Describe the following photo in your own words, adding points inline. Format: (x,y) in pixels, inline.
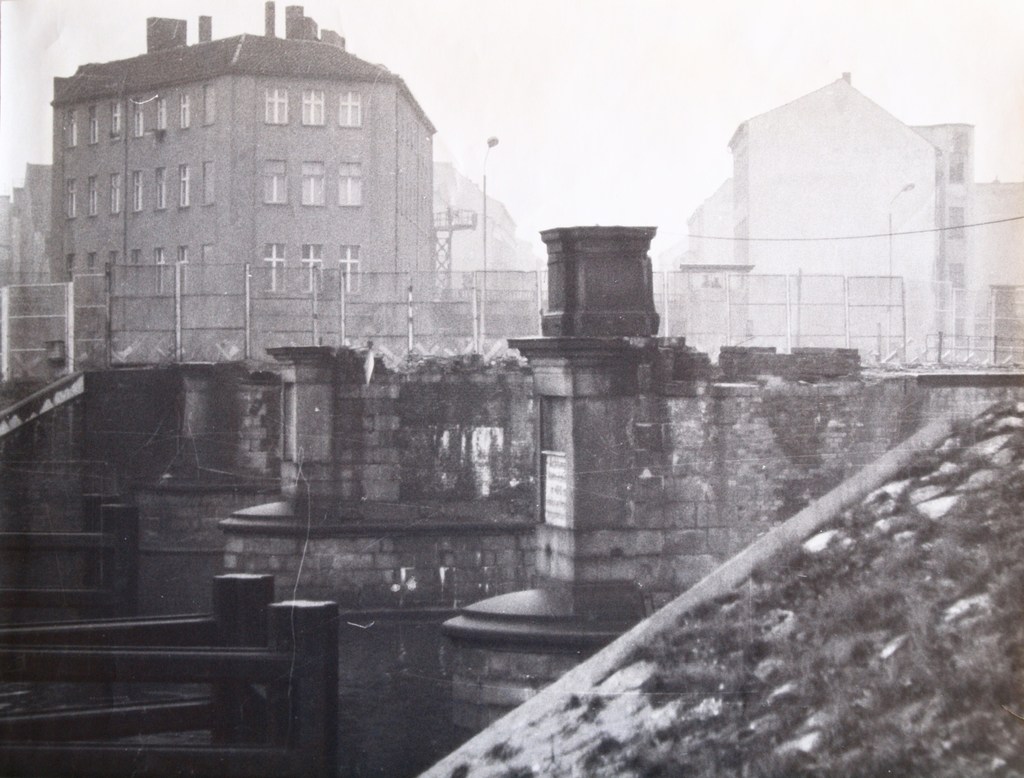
In this picture we can see many buildings (470,203). On the bottom left corner (95,552) there is a black color fencing (202,671). Here we can see buildings (261,330), wall (340,392), street light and steel fencing (951,362). On the top (982,78) there is a sky (611,46).
